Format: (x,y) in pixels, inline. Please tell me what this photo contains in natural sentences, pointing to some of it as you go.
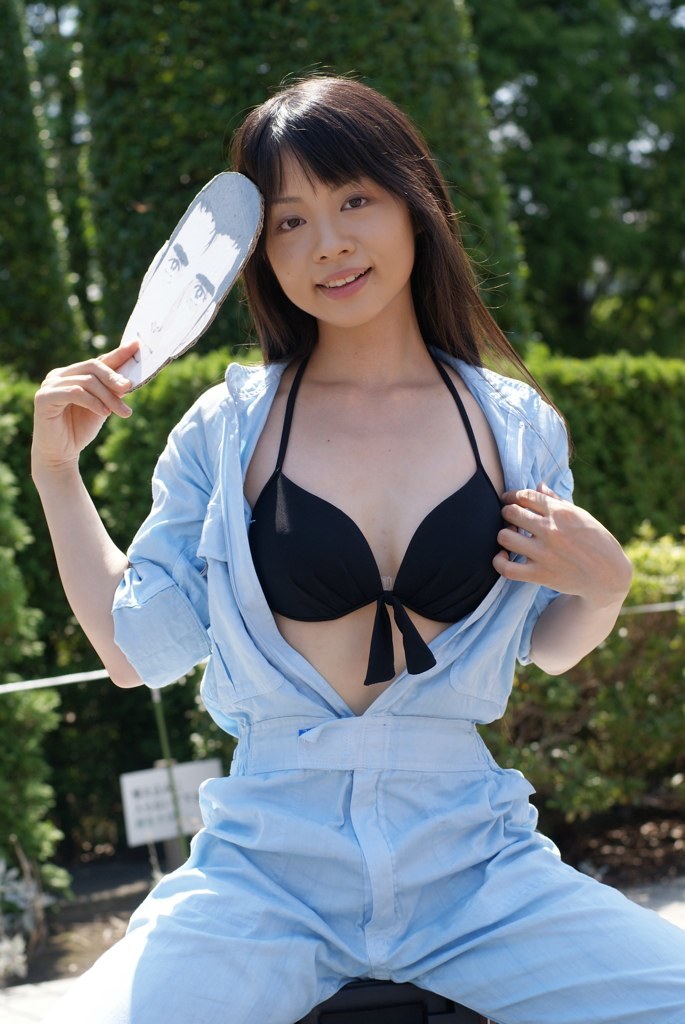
In this picture I can see a woman (404,243) sitting and holding an object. I can see a board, and in the background (58,781) there are trees (55,786).
